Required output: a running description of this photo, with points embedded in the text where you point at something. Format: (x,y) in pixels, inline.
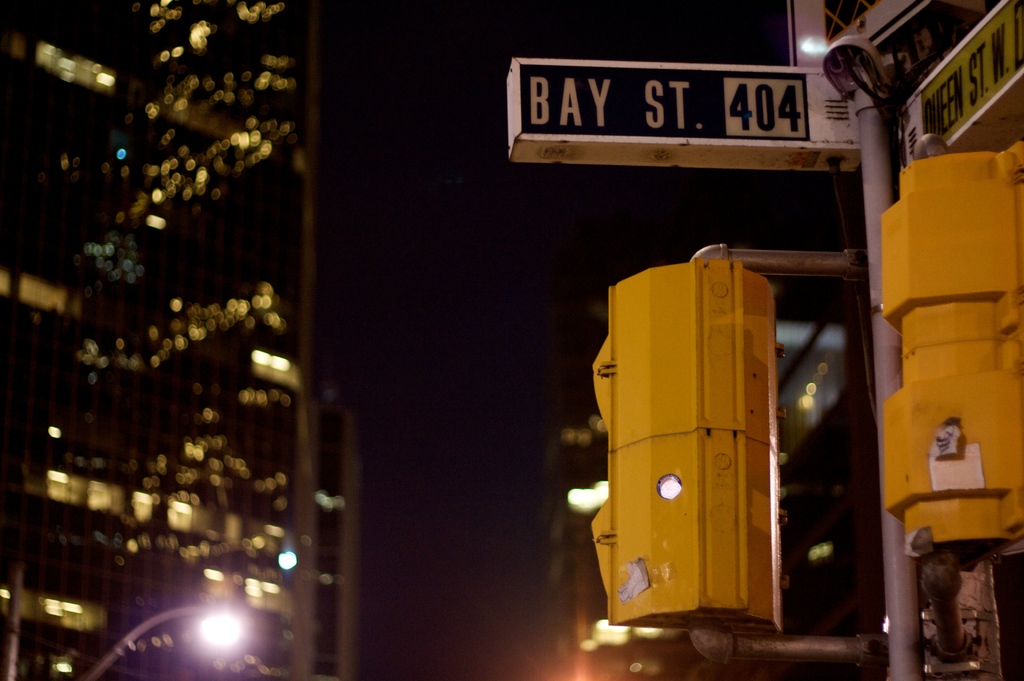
In this image we can see buildings (838,429), poles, lights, boxes (913,275), there are boards (827,135) with some text (796,101) on it, and the background (418,227) is dark.
